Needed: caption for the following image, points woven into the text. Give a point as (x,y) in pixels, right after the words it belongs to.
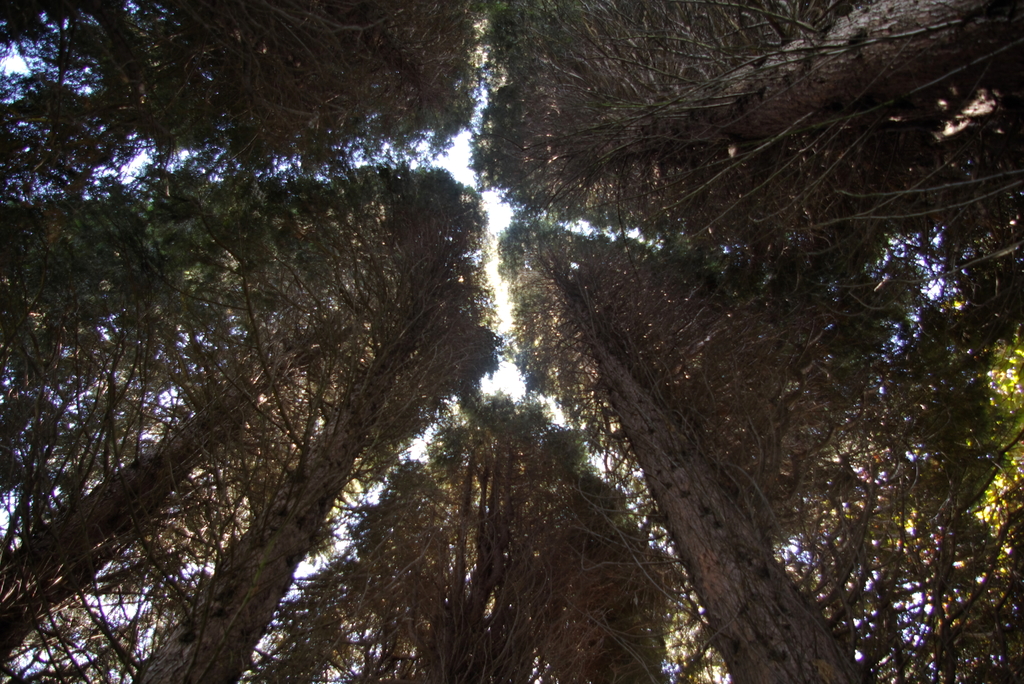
In this image I can see few trees (137,415) which are green and brown in color and in the background (488,377) I can see the sky (488,392) through the gaps (502,216) in between the trees (421,177).
